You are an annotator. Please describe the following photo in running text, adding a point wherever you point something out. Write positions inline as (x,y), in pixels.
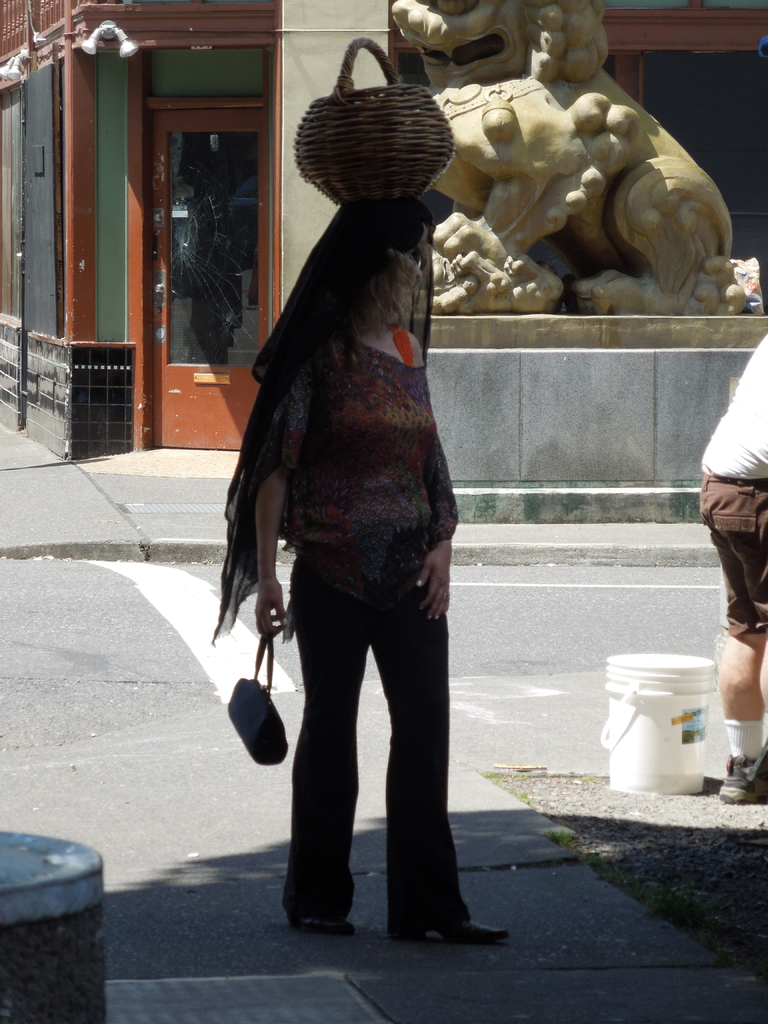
In the center of the image (383,471) we can see a woman (377,406) holding a bag (256,704) in her hand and carrying a basket (374,156) on her head (374,223). To the right side of the image (673,714) we can see a bucket (649,704) placed on the ground (710,822), a person (745,742) standing. In the background (82,83), we can see a building (112,83) with dome lights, door (214,197) and a statue (599,212). In the foreground (45,938) we can see a trash bin (48,902).
